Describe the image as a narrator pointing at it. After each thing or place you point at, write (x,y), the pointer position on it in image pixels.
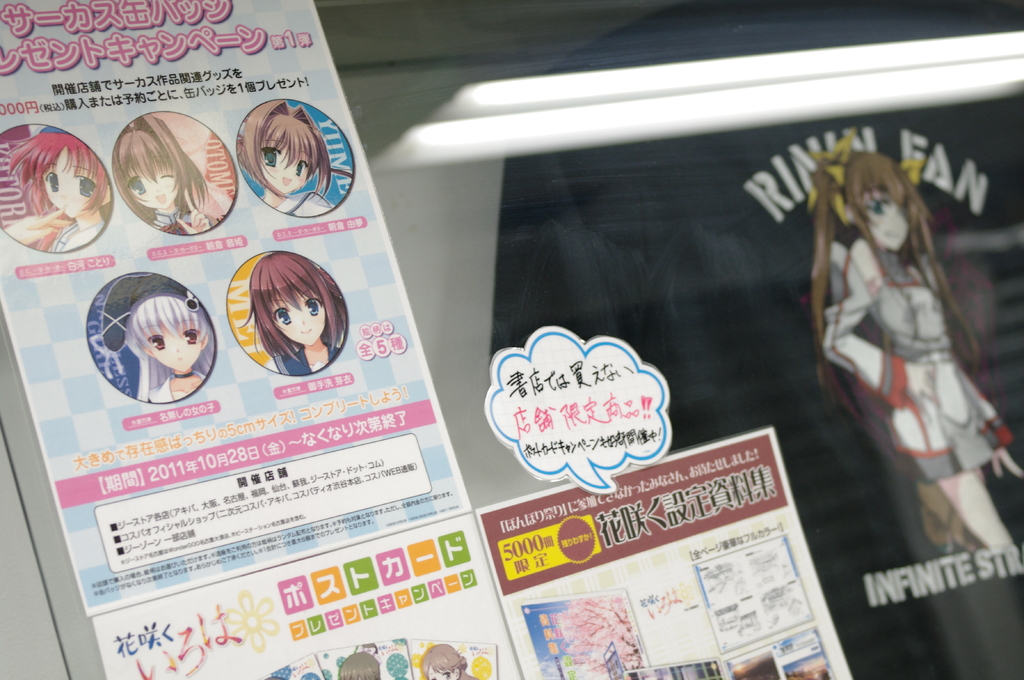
In this image we can see few posts (183,174) with text (343,599) and image (124,157) and in the background (842,271) there is a black color object (745,251) looks like a shirt (790,338) with text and an image (860,169).
